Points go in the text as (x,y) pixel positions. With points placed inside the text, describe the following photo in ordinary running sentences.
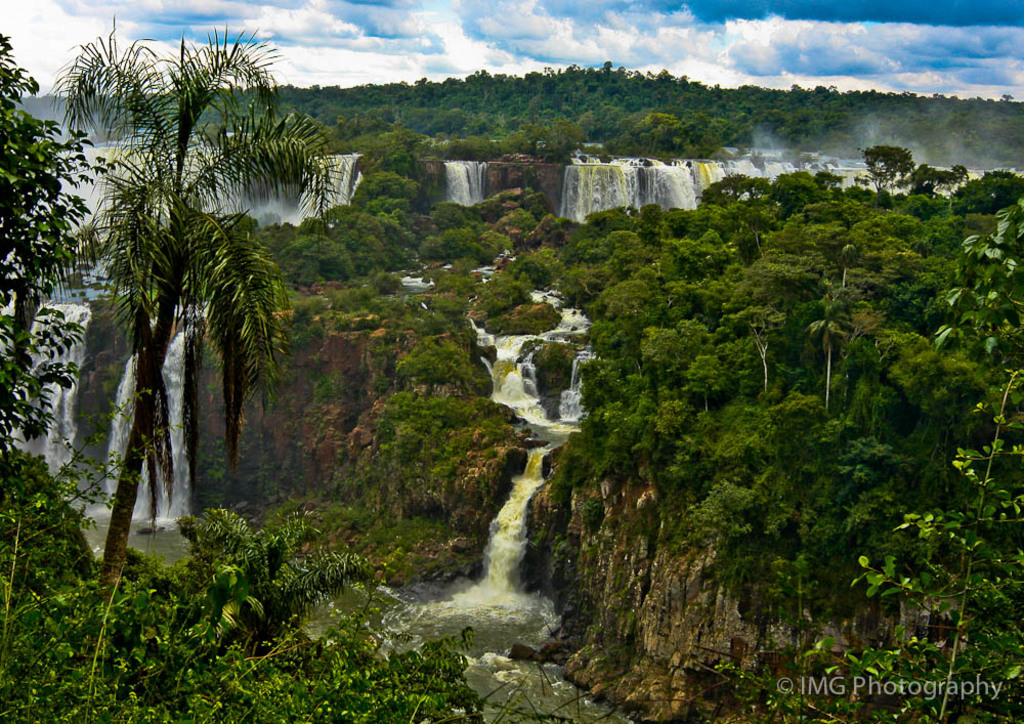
In this picture we can see trees (681,448), water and clouds (584,30), at the right bottom of the image (818,693) we can see a watermark (836,693).
